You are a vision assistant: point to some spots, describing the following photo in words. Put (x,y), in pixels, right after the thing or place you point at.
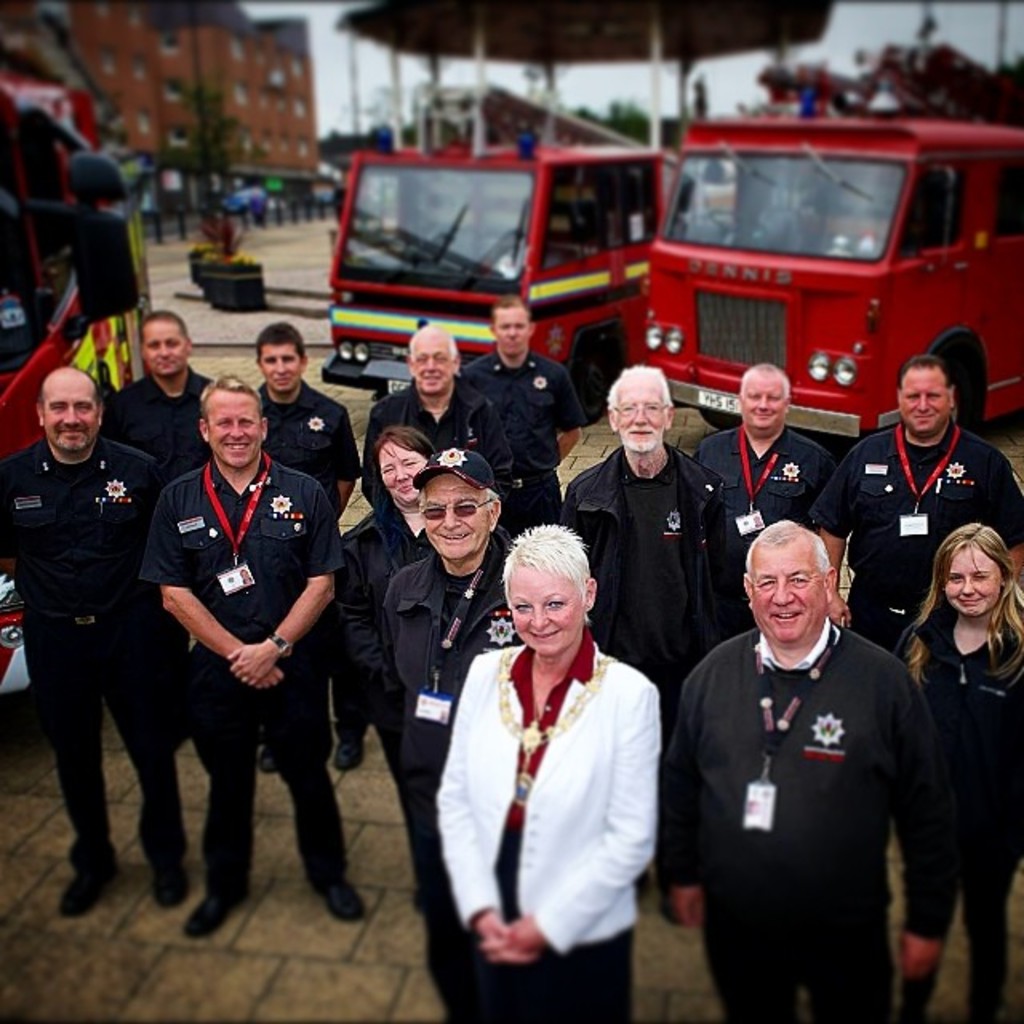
In this image we can see persons (717,648) standing on the ground (290,919). In the background (106,337) we can see vehicles (502,219), buildings (99,67), trees (636,112), poles (157,219), road (245,233) and sky (815,45).
